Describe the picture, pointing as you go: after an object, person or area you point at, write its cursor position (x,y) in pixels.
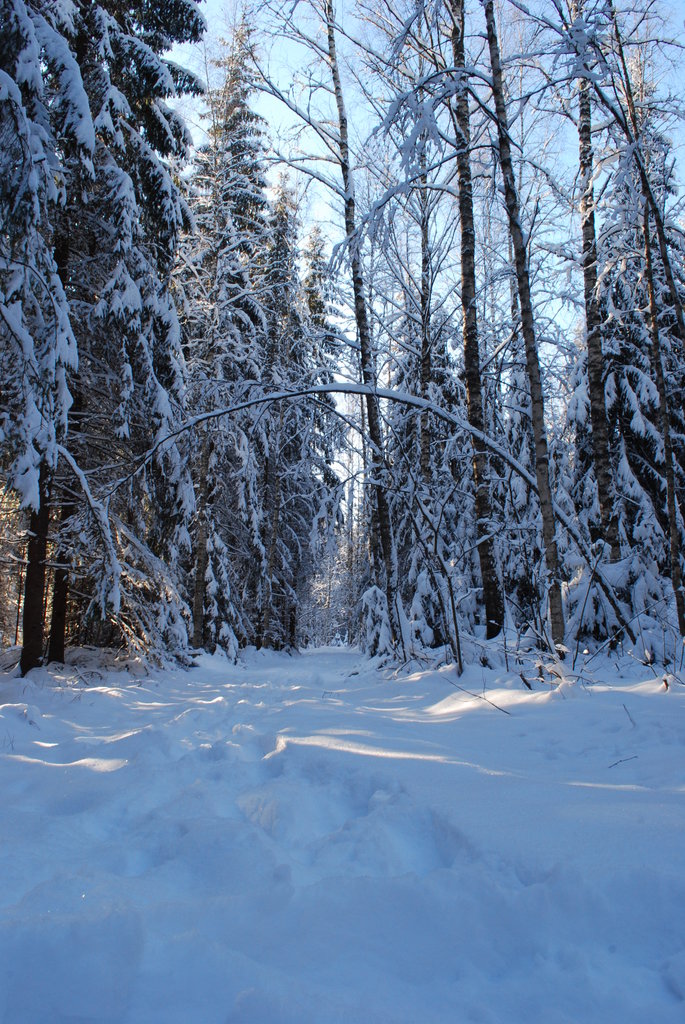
In this image, we can see snow (522,1011) on the ground (3,820), there are some trees (188,561), we can see snow (49,380) on the trees (84,392), at the top (290,40) there is a sky (282,48).
